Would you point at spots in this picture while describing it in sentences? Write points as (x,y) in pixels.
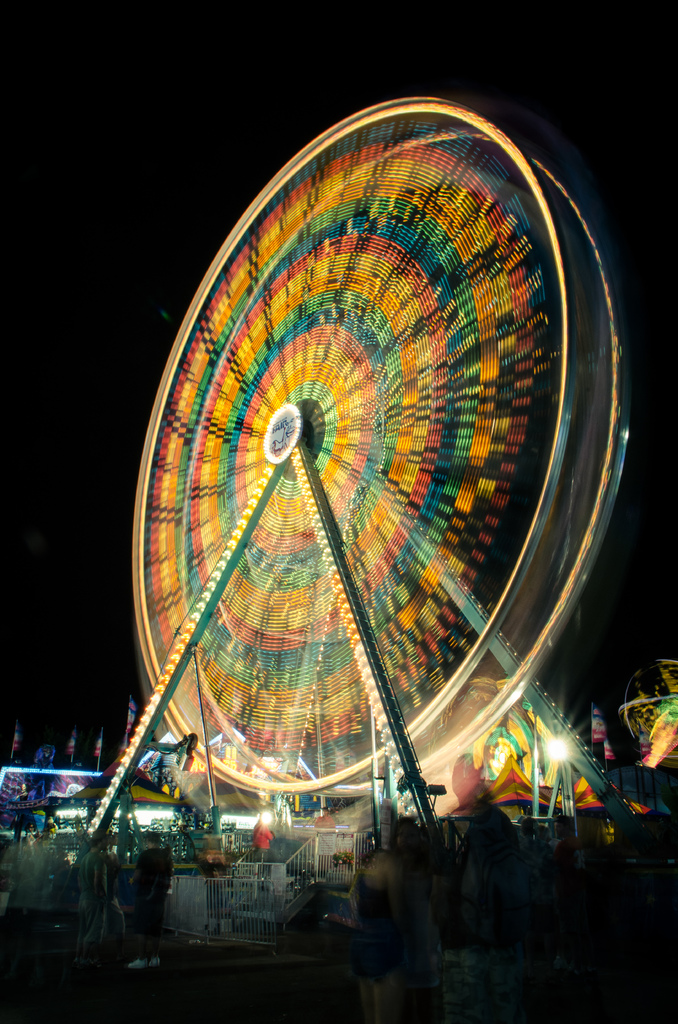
In the foreground (349,832), I can see a wheel (409,590), metal objects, fence (279,888), lighting (170,557), flag poles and a crowd (407,912) on the road (310,987). In the background (405,8), I can see the sky (14,584). This image is taken, maybe during night.
